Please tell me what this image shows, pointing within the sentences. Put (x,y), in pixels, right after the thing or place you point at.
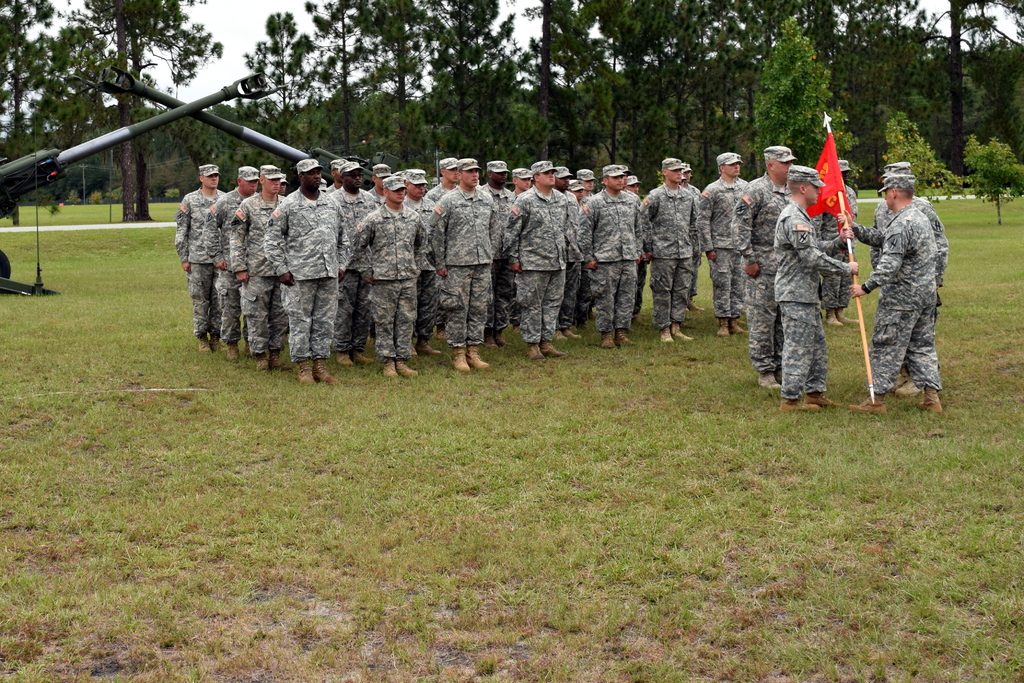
In this image in the center (448,242) there are a group of people (550,229) who are standing, and some of them are holding pole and flag (818,199). And on the left side (12,199) there are some poles (155,126), it seems that this is some vehicle (23,190). And at the bottom (800,581) there is grass (909,399), and in the background (862,113) there are trees (136,98) and sky (203,82).
